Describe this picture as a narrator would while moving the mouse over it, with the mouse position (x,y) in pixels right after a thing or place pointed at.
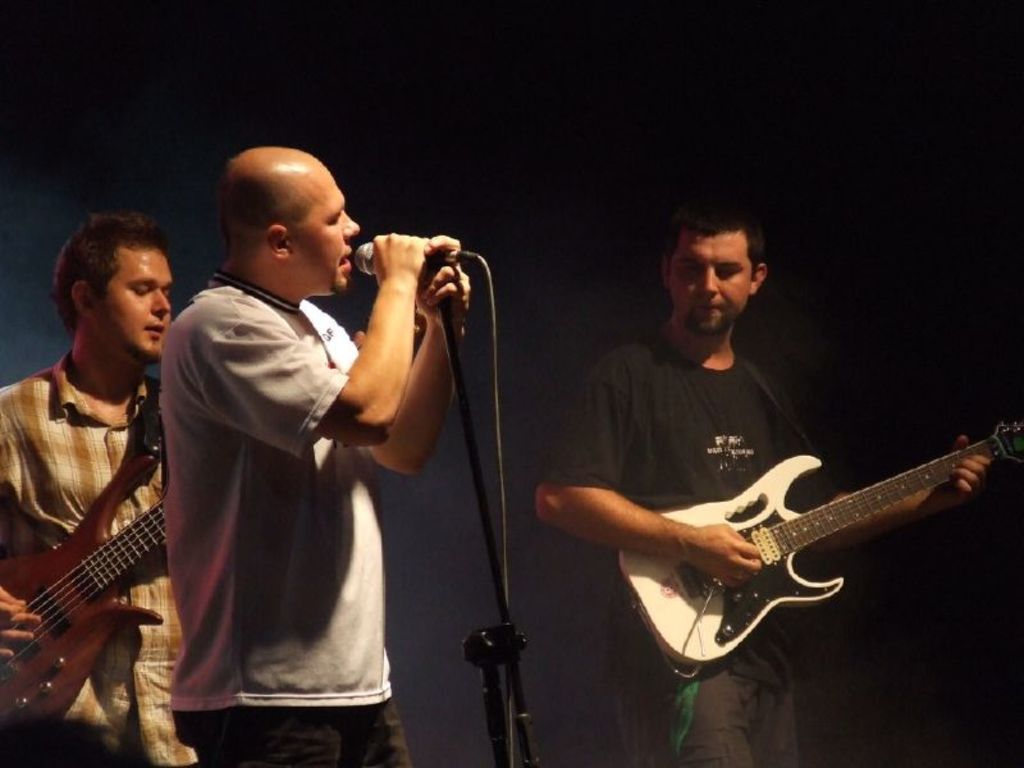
In this picture we can see three person (256,279) middle person (228,316) is singing and on right side (683,455) person (720,455) is playing guitar (789,589) and on left side (70,302) person (127,348) is also playing guitar (55,572) holding in their hands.
